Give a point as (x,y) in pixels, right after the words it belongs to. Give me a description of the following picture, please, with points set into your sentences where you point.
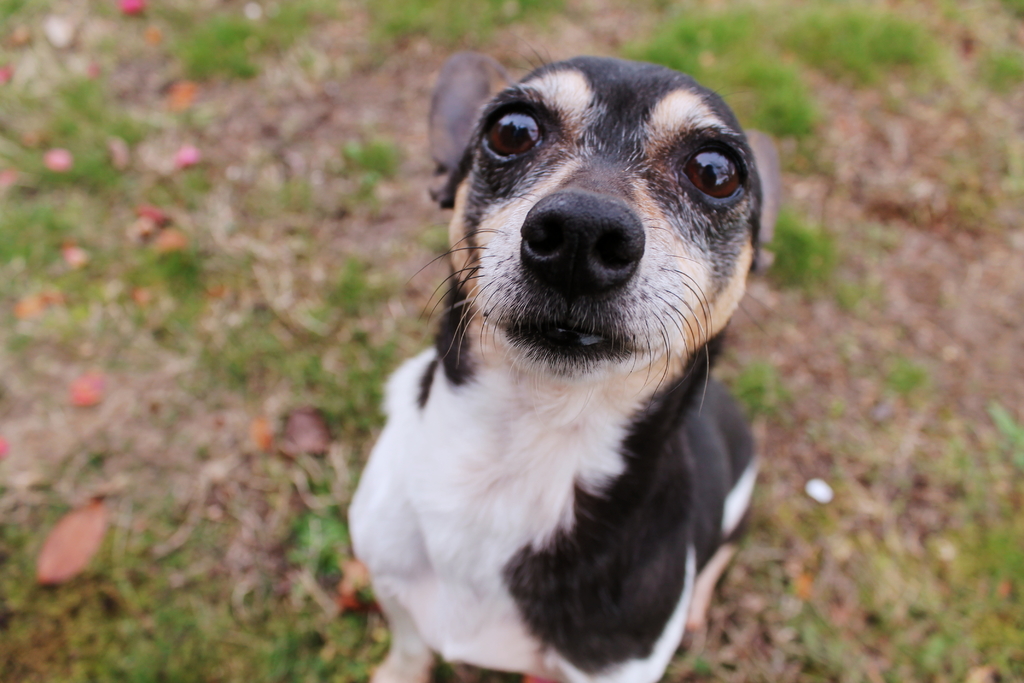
In this image we can see the close view of a dog (706,324) sitting on the ground (767,522). The background of the image (72,555) is slightly blurred, where we can see grass (243,573) and dry leaves (175,100).
